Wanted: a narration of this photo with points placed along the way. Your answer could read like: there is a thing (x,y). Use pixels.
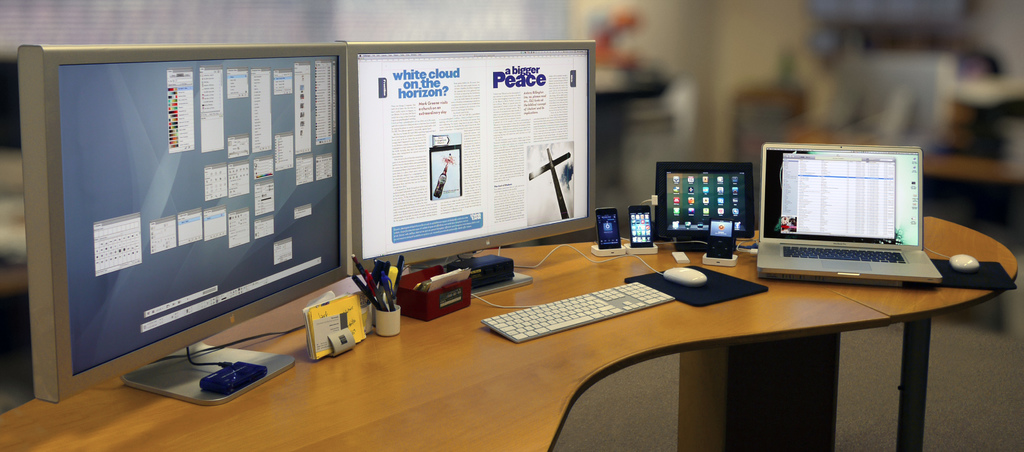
In this image we can see the monitors (226,176), mobiles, pens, keyboard (601,311), mouses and other objects (455,285). At the bottom of the image (161,437) there is a wooden surface (506,414) and other objects (431,287). The background of the image (978,362) is blur.
